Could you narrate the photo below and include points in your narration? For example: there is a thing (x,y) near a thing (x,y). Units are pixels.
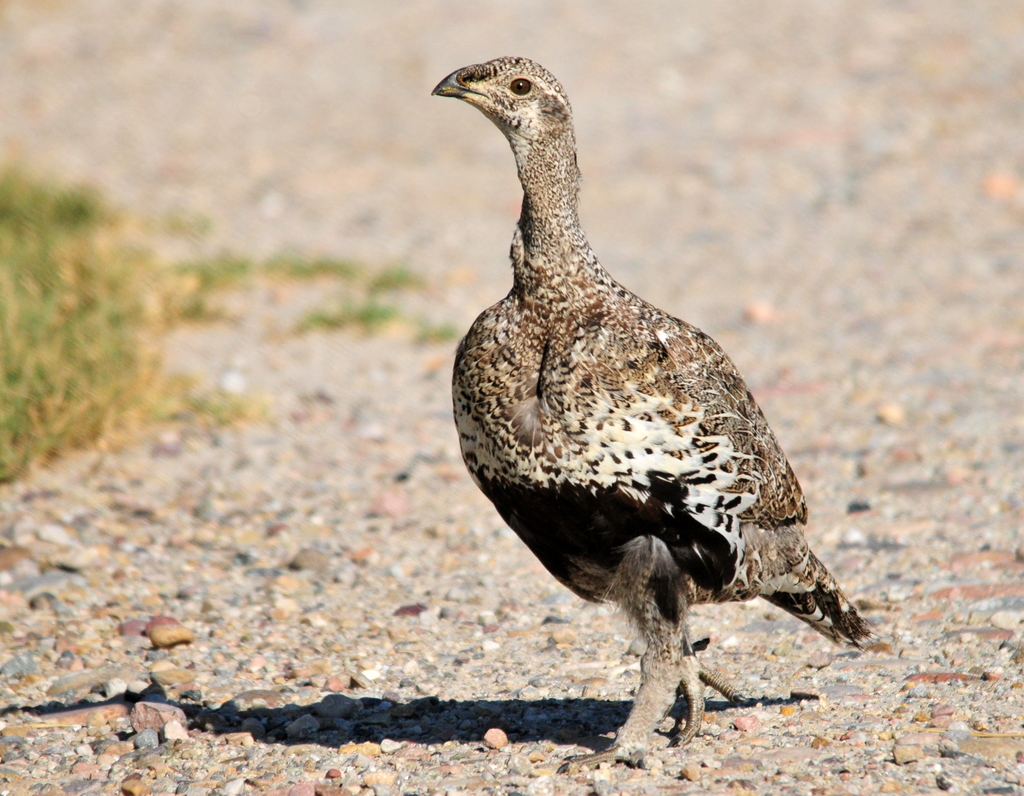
In this image I can see a brown and white colour bird (642,470) is standing on the ground (760,630). I can also see a shadow (595,715) and number of stones (291,675) on the ground (322,515). On the left side of this image (89,313) I can see grass (71,292) and I can also see this image is little bit blurry in the background (560,17).
